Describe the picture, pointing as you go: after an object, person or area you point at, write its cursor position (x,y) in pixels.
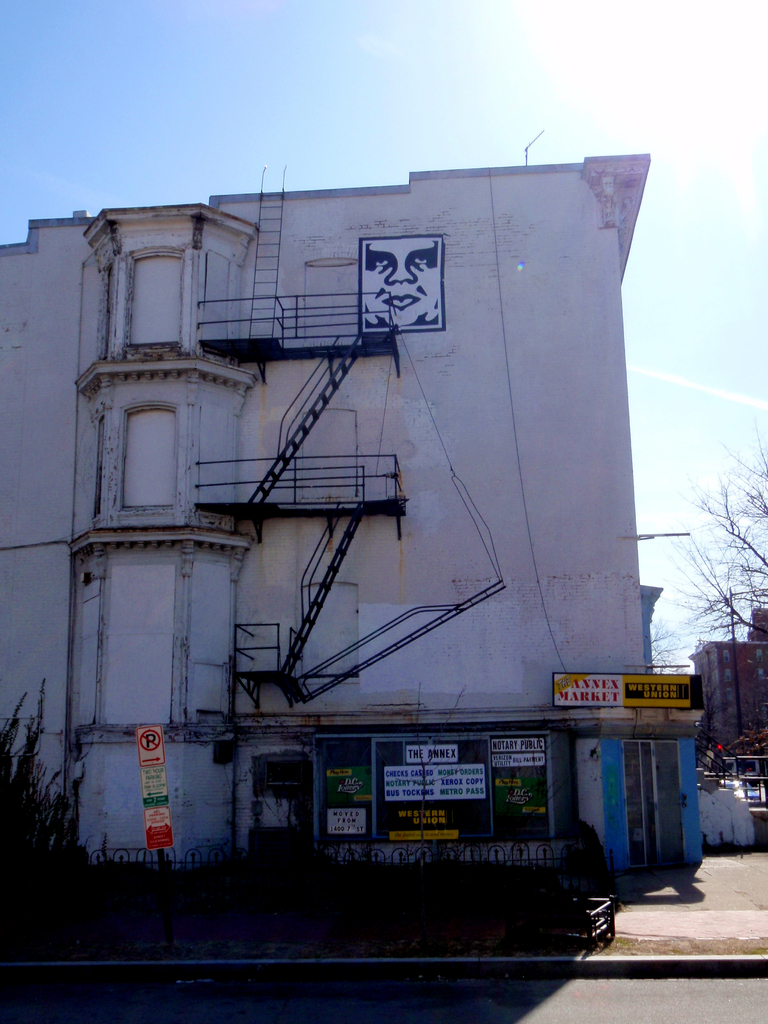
In the middle of the image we can see some poles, sign boards (165,794) and fencing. Behind them we can see some plants (22,795), buildings (396,597) and trees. At the top of the image (701,36) we can see some clouds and sun (763,87) in the sky (522,3).
